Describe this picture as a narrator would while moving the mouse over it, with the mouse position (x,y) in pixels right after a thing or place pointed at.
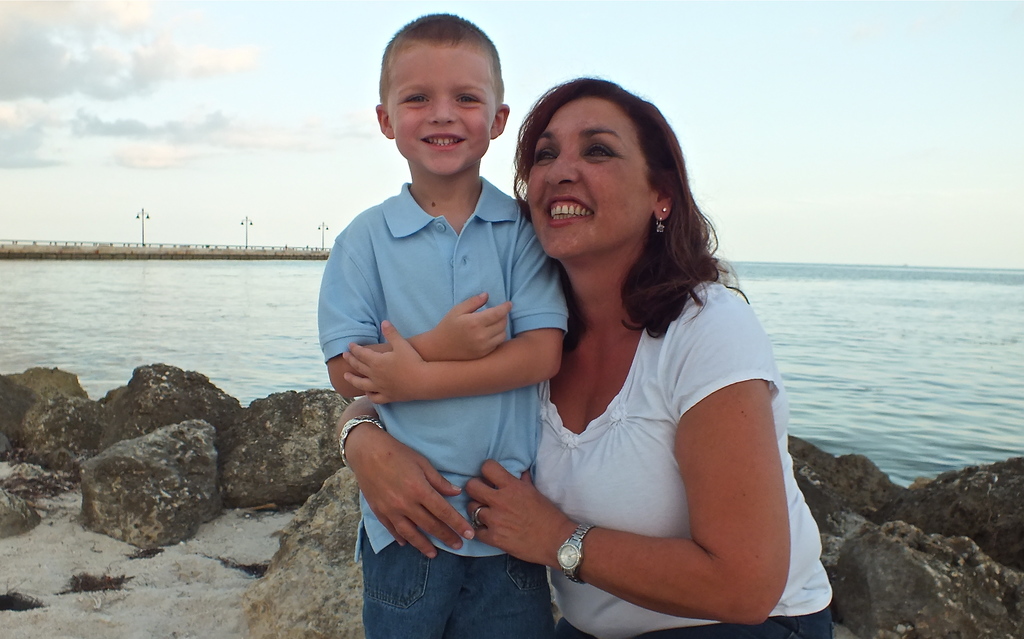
In this image I can see a woman (644,457) wearing white colored dress (624,495) is holding a boy (459,423) who is wearing blue colored dress (471,446). In the background (244,407) I can see few rocks (215,422), the water (786,379), few poles (323,225) and the sky (306,109).
